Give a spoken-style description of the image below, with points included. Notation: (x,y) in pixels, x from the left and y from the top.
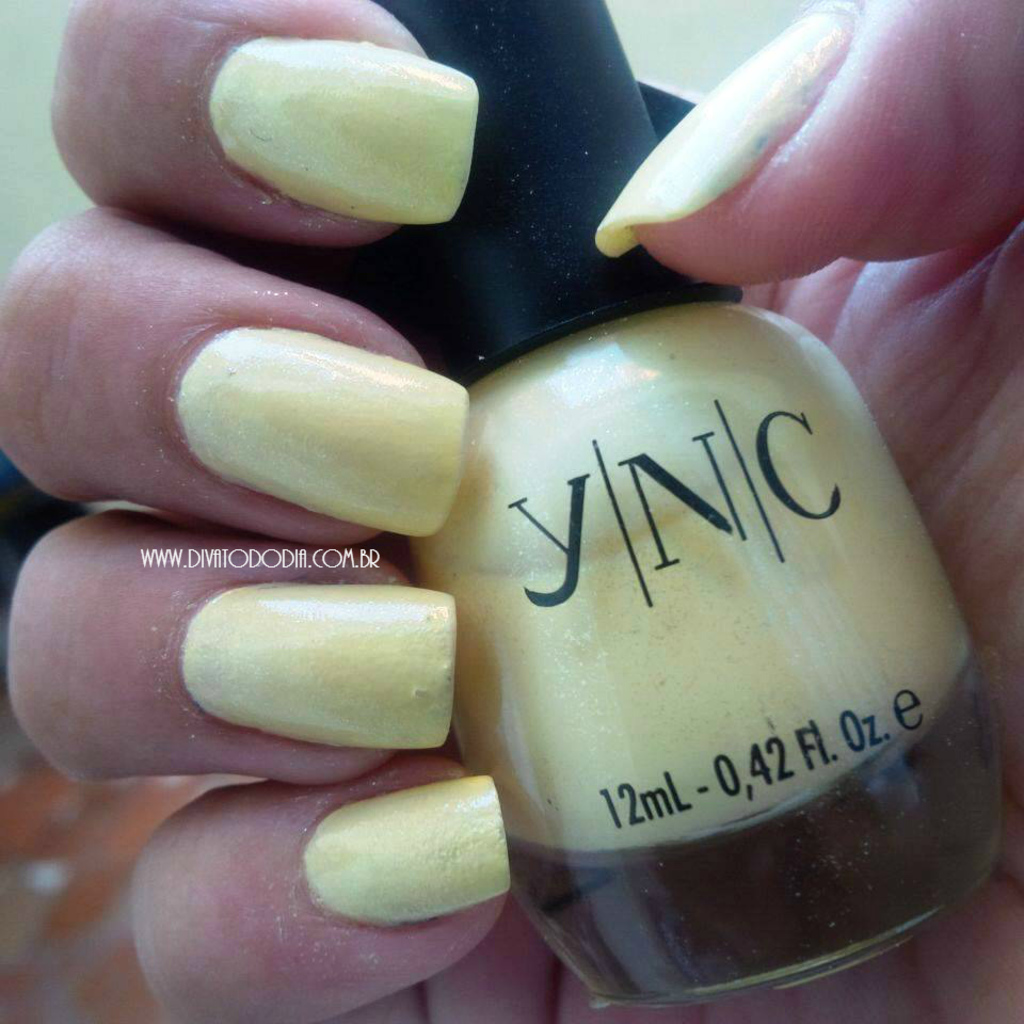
In this image we can see a nail polish (693,413) in a person's hand (430,471), some text (692,496) on the nail polish (676,836).
